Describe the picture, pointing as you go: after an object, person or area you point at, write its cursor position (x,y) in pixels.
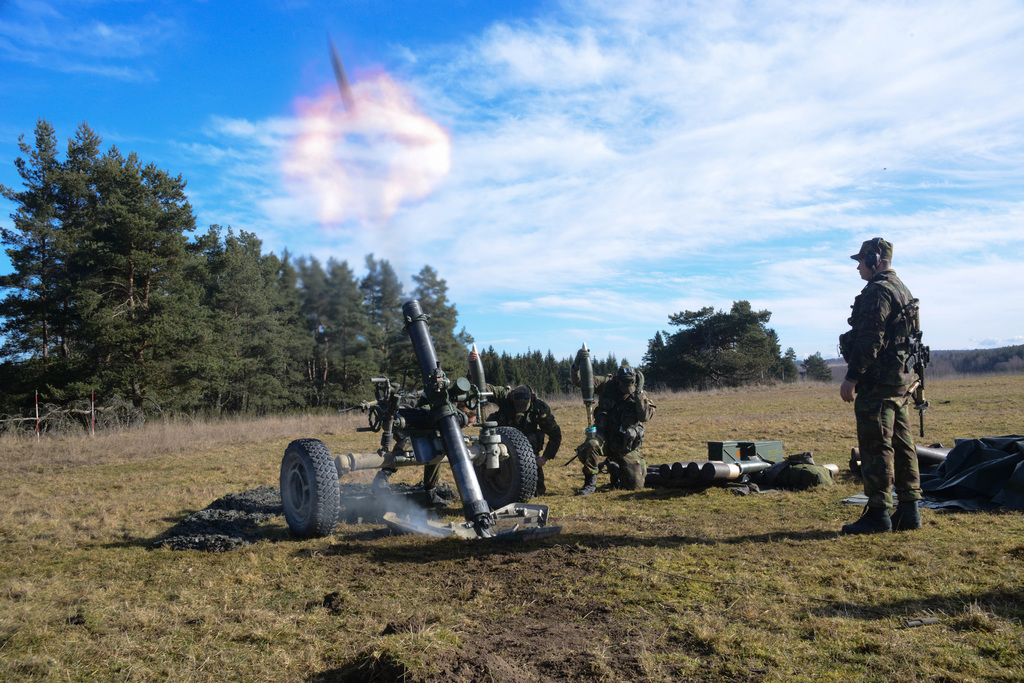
In this image we can see one cannon (509,456) on the ground (489,549), some smoke (399,501) near the cannon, some objects (757,489) on the ground (214,558), two poles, two army men (540,437) in kneeling position holding objects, one army man (876,313) standing and wearing objects (876,307). It looks like mountains (930,365) in the background (977,361) on the right side of the image (803,368), some trees (273,400) and grass (202,574) on the ground (626,622). It looks like one object (338,53) with light (380,121) in the sky (325,61) and at the top (327,79) there is the cloudy sky (334,227).
